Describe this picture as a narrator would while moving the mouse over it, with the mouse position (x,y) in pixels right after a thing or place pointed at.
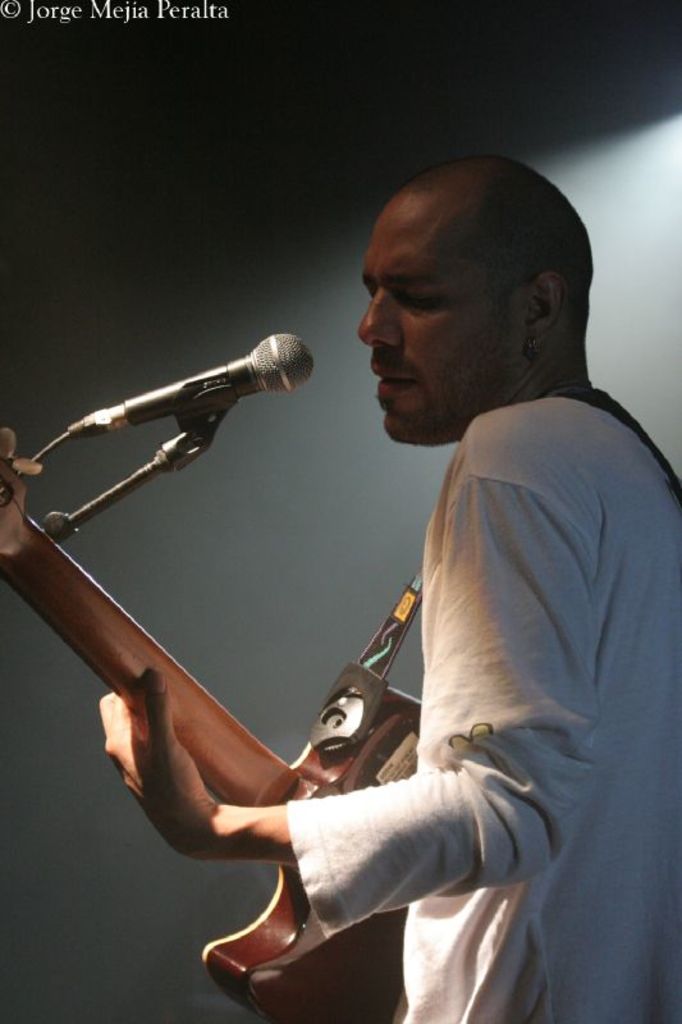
In this image we can see a person (435,660) playing a guitar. Also there is a mic (167,412) with mic stand (165,448). At the top (63,7) there is watermark (171,16).
